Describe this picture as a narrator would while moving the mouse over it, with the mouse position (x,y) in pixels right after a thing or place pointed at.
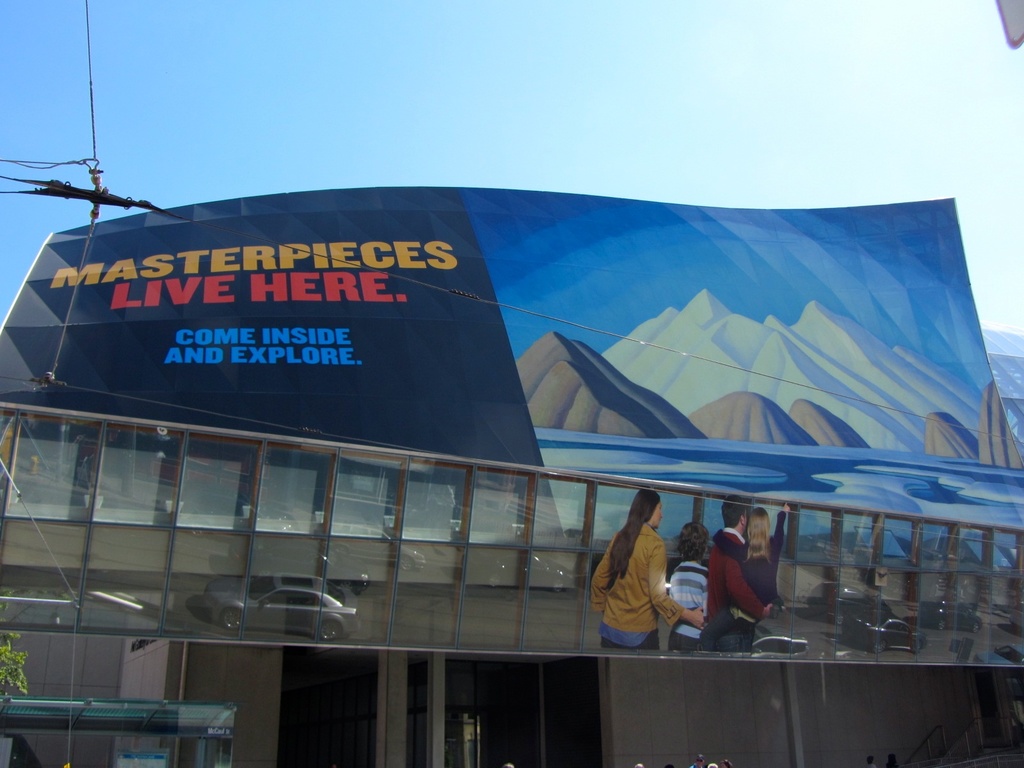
In this image there is a hoarding (559,383) in the middle (677,418). Below the hoarding (639,452) there are glasses (470,594) on which we can see the reflections (220,586) of cars (251,583) and four people (698,583). On the left side (94,221) top there is a wire (98,194) which is tied to the hoarding (476,347). In the background (475,750) it looks like a building (525,721). On the left side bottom there is a pole (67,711). Beside the pole (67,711) there is a tree (19,671).
